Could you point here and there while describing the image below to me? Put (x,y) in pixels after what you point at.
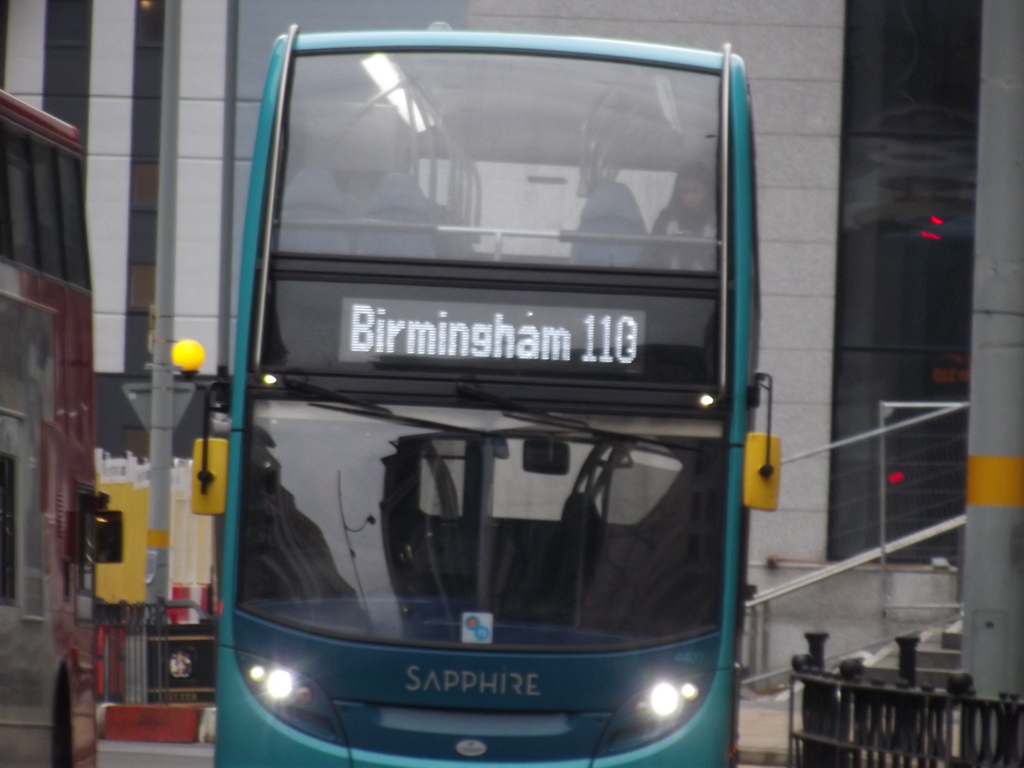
In this picture there is a man (308,539) who is driving the blue color bus (554,485). On the top floor (645,236) there is a girl (678,229) who is sitting inside the bus (625,258). On the left (51,449) we can see a red color double bus (51,362). Beside the blue bus (708,733) we can see a pole (164,270) and fencing (871,715). In the background (879,499) we can see street lights (156,372), traffic signals (181,348) and building (152,281).
